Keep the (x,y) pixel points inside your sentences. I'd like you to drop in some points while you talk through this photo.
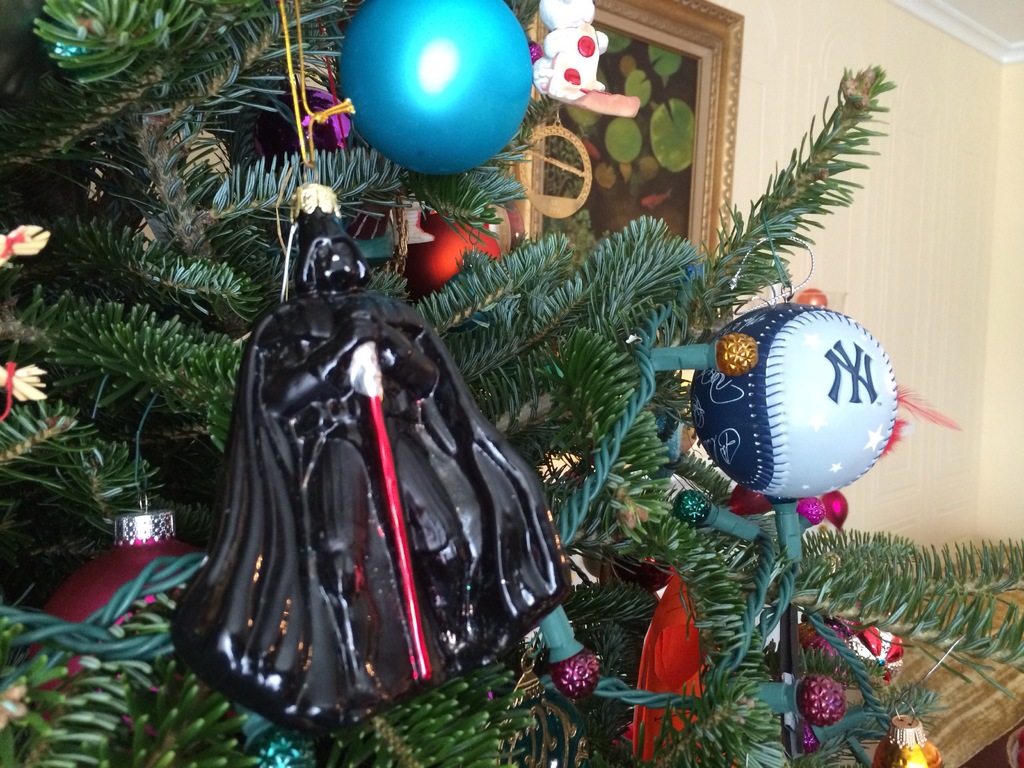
In this image there is a Christmas tree (889,589), few balls (452,142), a painting (692,153), few toys (425,533) and the wall (944,46).
